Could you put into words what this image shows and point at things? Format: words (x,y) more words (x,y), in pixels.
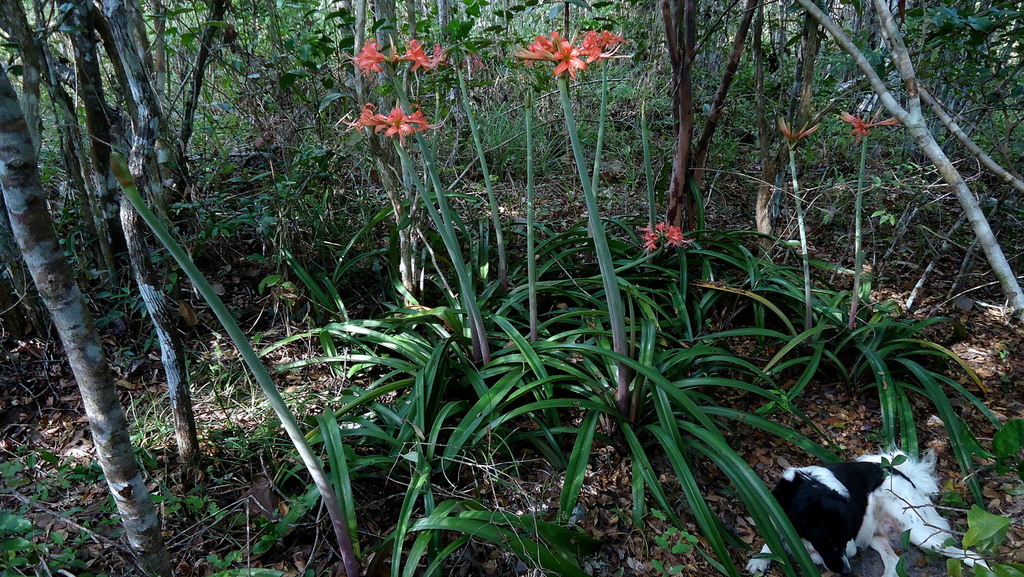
This is looking like a forest (201,350). Here I can see many plants (775,290) along with the flowers (428,68). In the background (190,104) there are trees (163,135). In the bottom right (871,523) there is a dog (808,494) laying on the ground (680,548).
